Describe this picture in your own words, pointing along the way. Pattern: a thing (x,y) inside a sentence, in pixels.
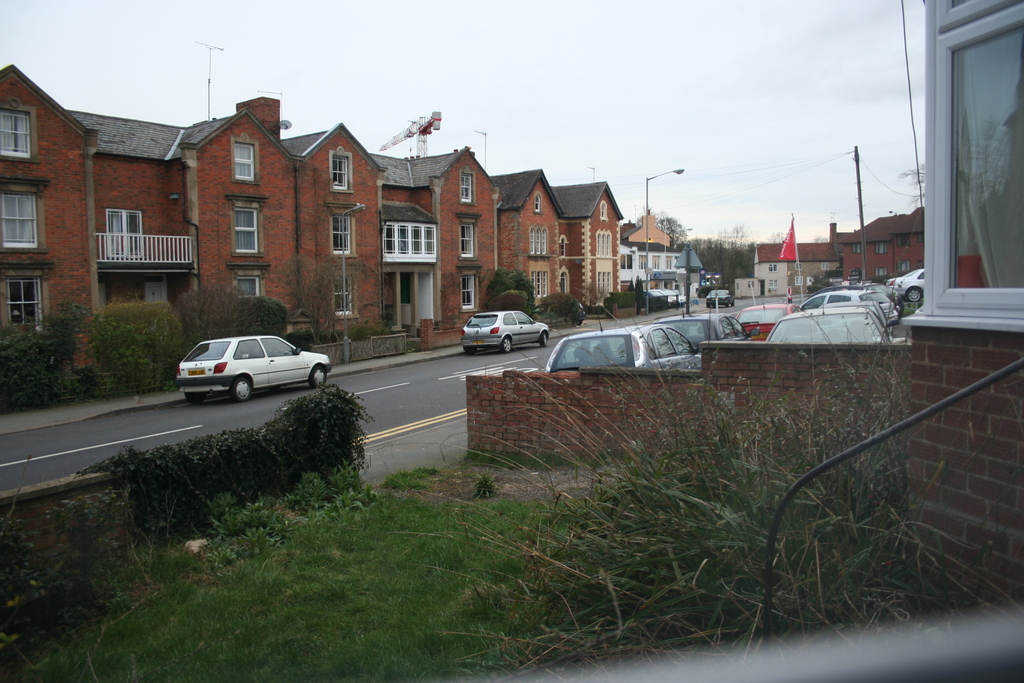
This image is clicked on the road (199,423). There are many cars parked on the road (232,423). In the middle (401,401), there is a road (356,381). At the bottom (415,628), there is green grass (552,541). To the right (970,210), there is a window (963,222). To the left (230,244), there are buildings (387,250). At the top (584,37), there is a sky (569,32).
